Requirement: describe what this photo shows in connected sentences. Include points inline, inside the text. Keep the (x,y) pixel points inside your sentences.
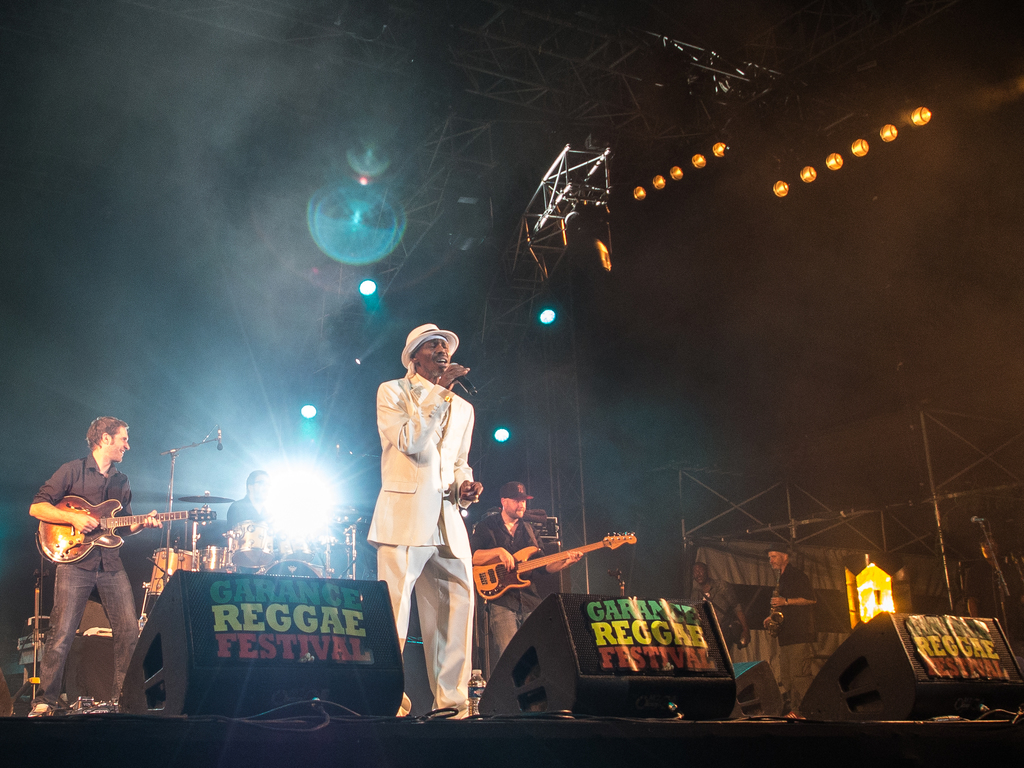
In this picture we can see two persons (115,556) are playing guitar (517,555). He is singing on the mike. Here we can see a man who is playing some musical instruments (314,561). On the background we can see some lights (814,177).
